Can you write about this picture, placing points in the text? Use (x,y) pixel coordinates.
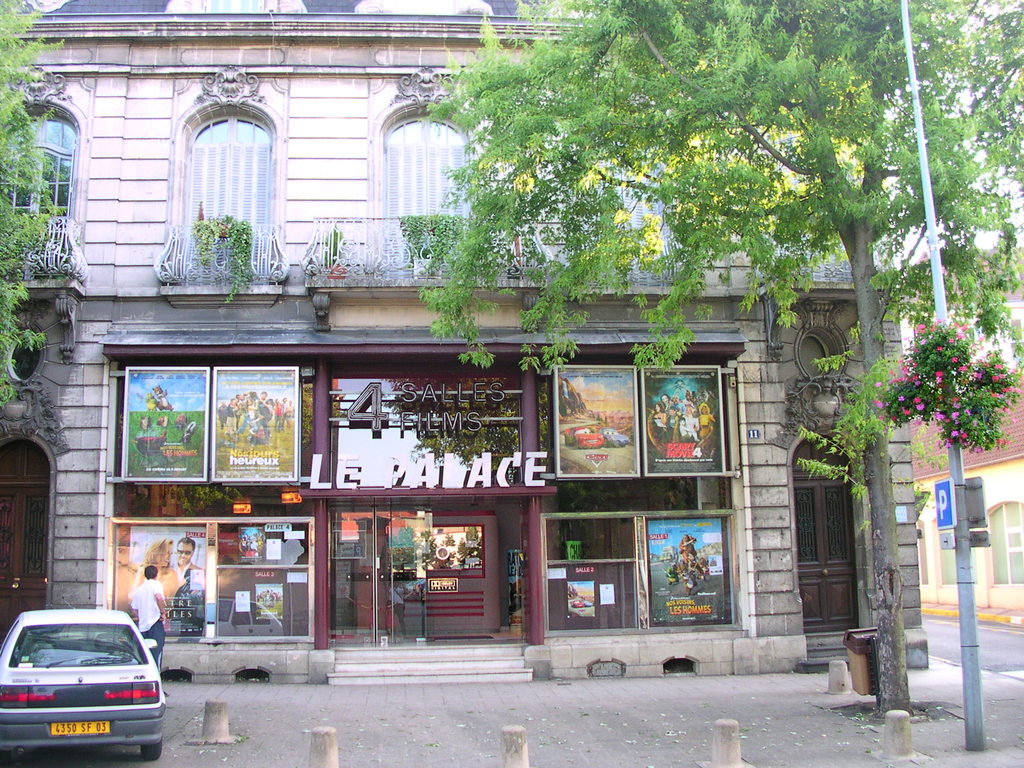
There is a car (108,669) and a person (157,608) is in the bottom left corner of this image (78,707). We can see trees (782,208) on the right side of this image (822,281) and on the left side of this image (41,152) as well. There is a building (273,335) in the middle of this image (376,381). There is a pole (962,559) on the right side of this image (960,576).
